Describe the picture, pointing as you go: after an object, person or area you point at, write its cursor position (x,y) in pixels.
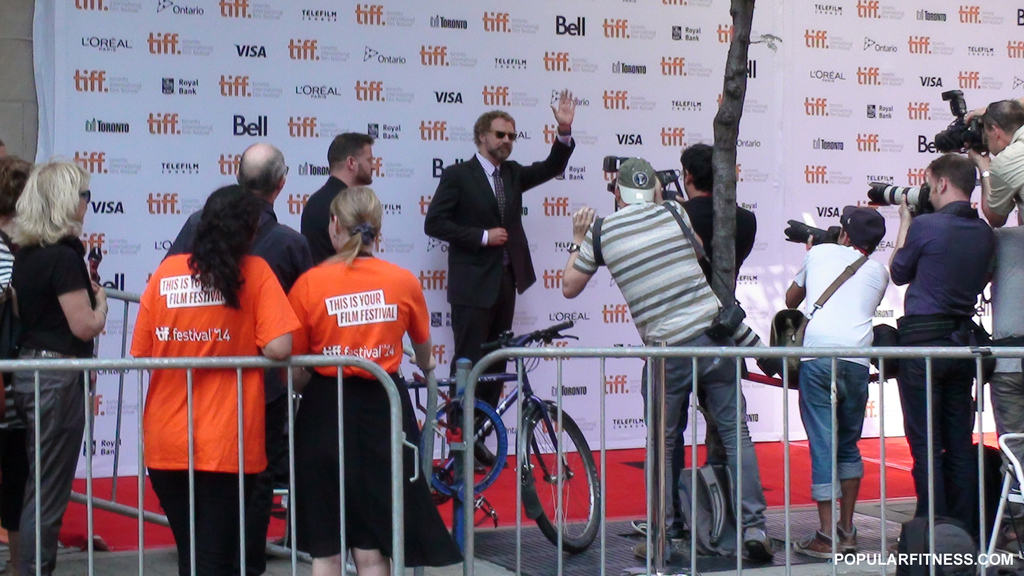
In the center of the image (483,199) we can see a man (482,212) standing. He is wearing a suit (485,291). On the right (818,377) there are people (658,284) standing and holding cameras (664,175). On the left (28,403) we can see people (167,296). In the background (321,125) there is a board (592,47). At the bottom (401,545) we can see fence (464,533) and a bicycle (554,440).
